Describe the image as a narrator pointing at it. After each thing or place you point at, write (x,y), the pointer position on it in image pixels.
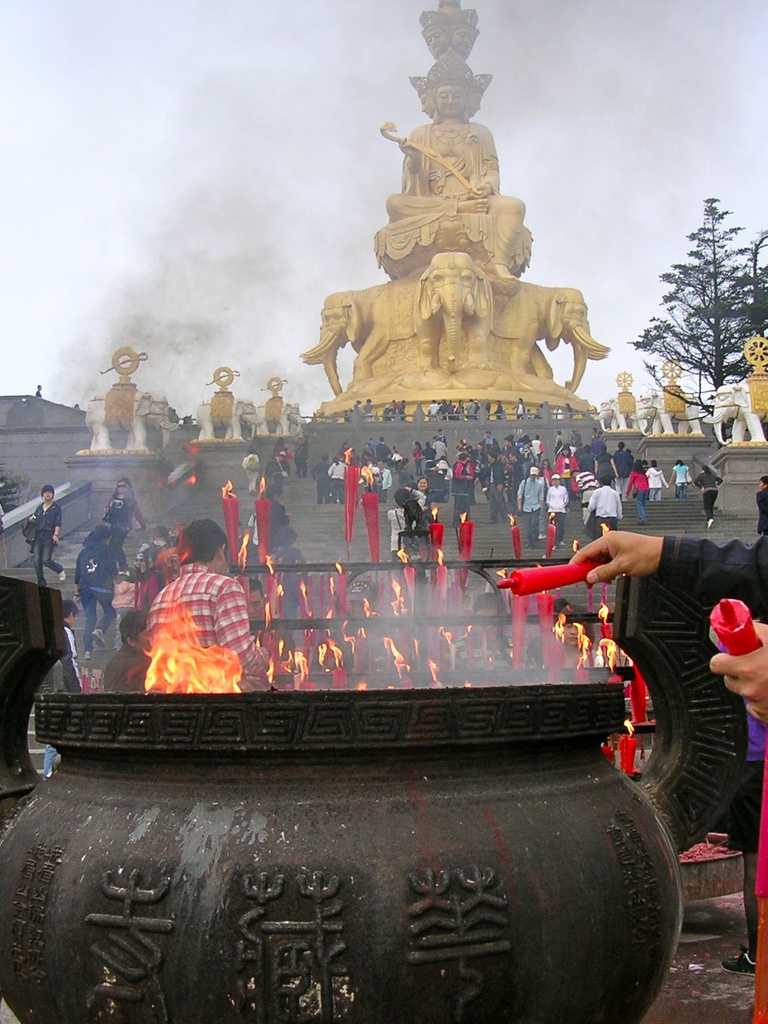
In this picture there is a big utensil (277,726) at the bottom side of the image (224,759) and there are people (165,542) and fire flames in the center of the image (499,464) and there is a statue (324,312) and a tree (731,287) at the top side of the image (453,215).
